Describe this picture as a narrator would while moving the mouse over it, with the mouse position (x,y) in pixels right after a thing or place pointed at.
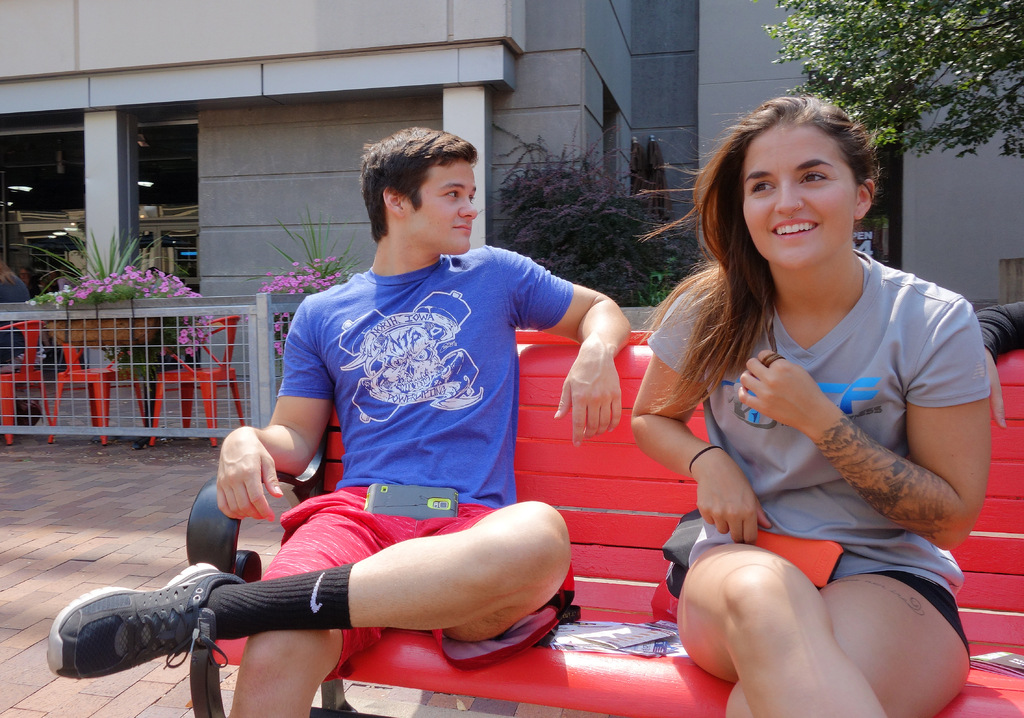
There is a girl (710,500) and a boy (462,386) sitting on a bench (589,539) in the foreground area of the image (423,373), there are flower plants (126,353), chairs (96,370), boundary (261,346), building structure (692,130) and a tree (848,95) in the background (877,219).
